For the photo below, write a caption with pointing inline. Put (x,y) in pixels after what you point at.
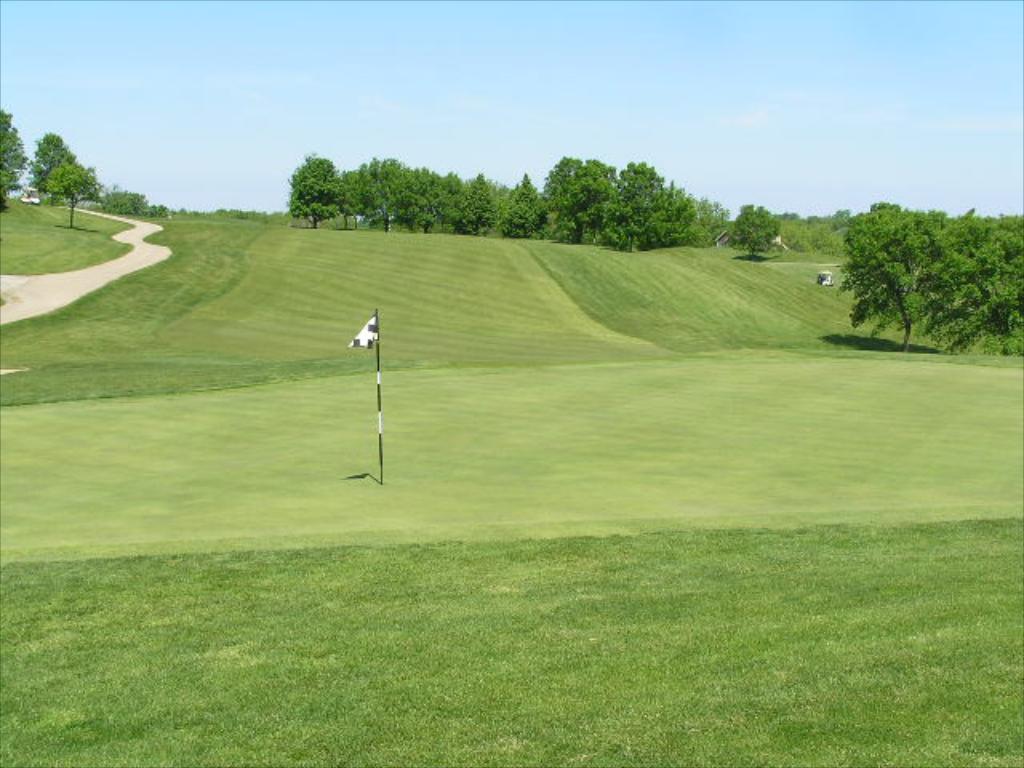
There is a grass lawn (442,524). On that there is a flag (372,342) with a pole (382,425). On the left side (105,265) there is a road (131,263). There are trees (542,227) and sky (575,121).
